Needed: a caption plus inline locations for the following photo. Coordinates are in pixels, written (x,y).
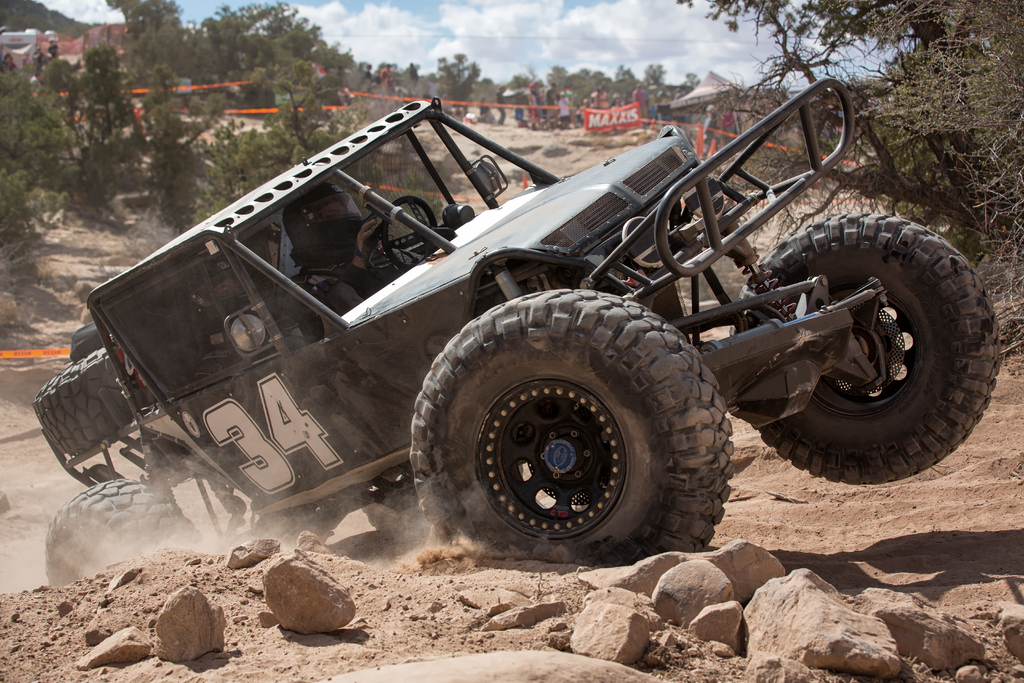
In the picture we can see a jeep (622,482) which is black in color with a person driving it in the muddy area (802,496) with rocks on it and behind it, we can see some plants (962,152) and some people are standing near it and behind them we can see the sky (615,63) with clouds (392,26).
